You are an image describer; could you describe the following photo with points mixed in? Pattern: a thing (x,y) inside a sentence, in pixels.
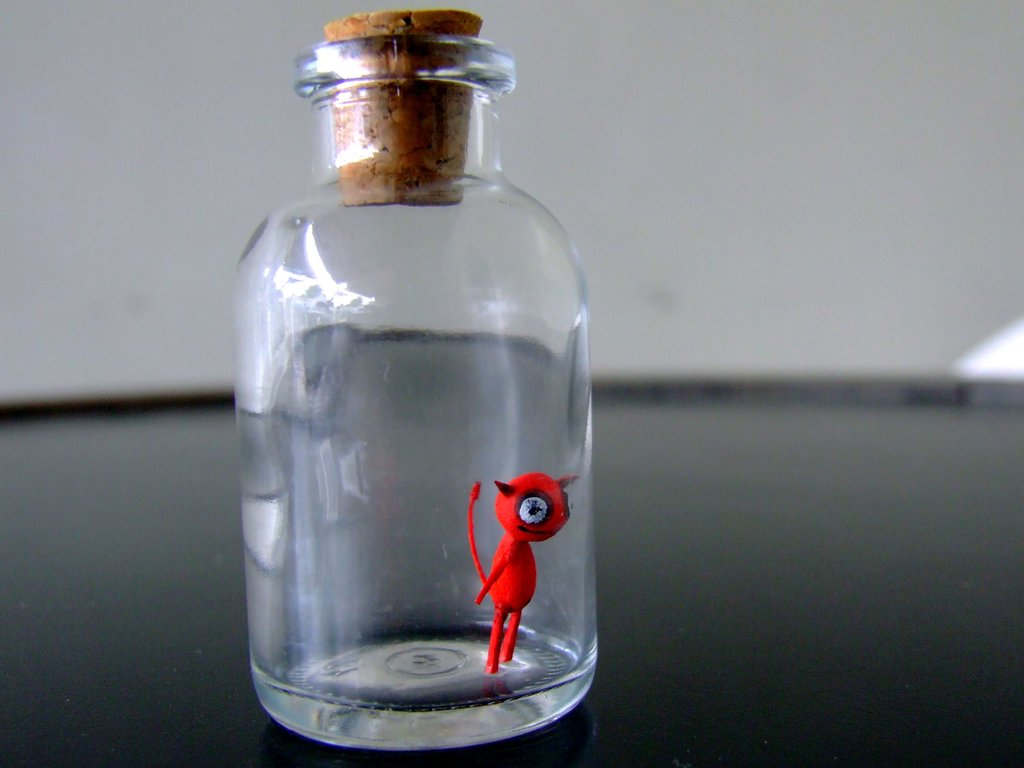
In this image I can see a glass jar (389,415), inside the jar (572,641) we have a toy (528,537).
